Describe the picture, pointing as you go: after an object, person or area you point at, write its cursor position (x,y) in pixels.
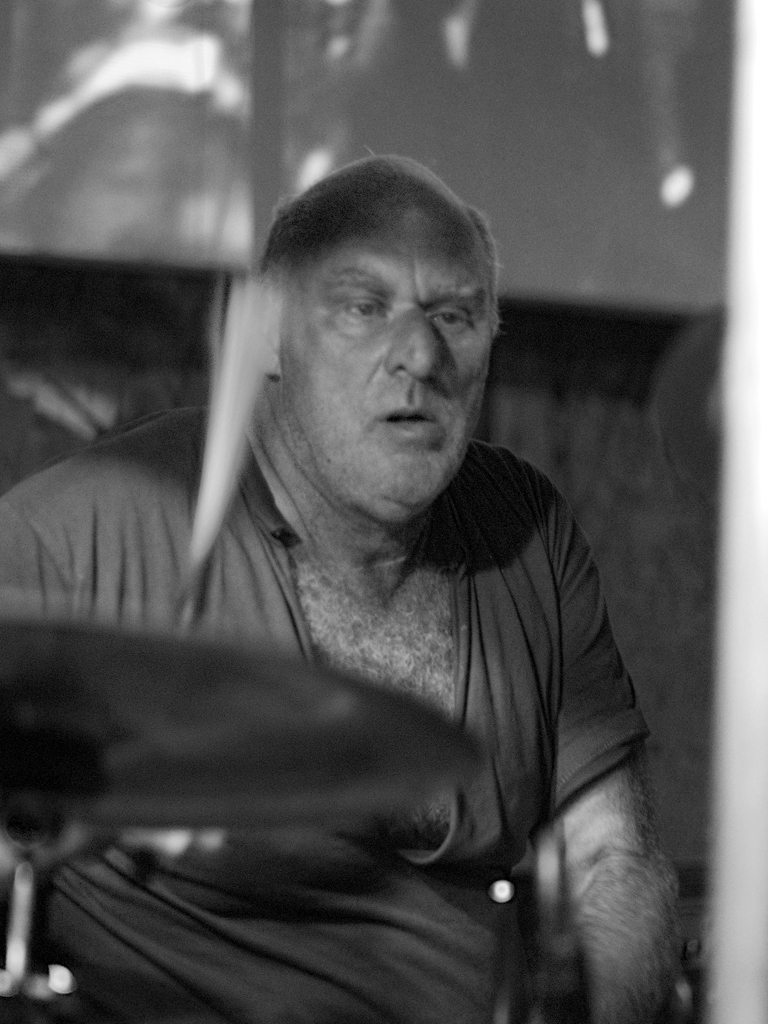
This is a black and white image which is slightly blurred, where I can see a person (410,568) wearing T-shirt (375,998) is holding sticks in his hands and here we can see drums (237,775). In the background (4,180), I can see the wall (282,183).
